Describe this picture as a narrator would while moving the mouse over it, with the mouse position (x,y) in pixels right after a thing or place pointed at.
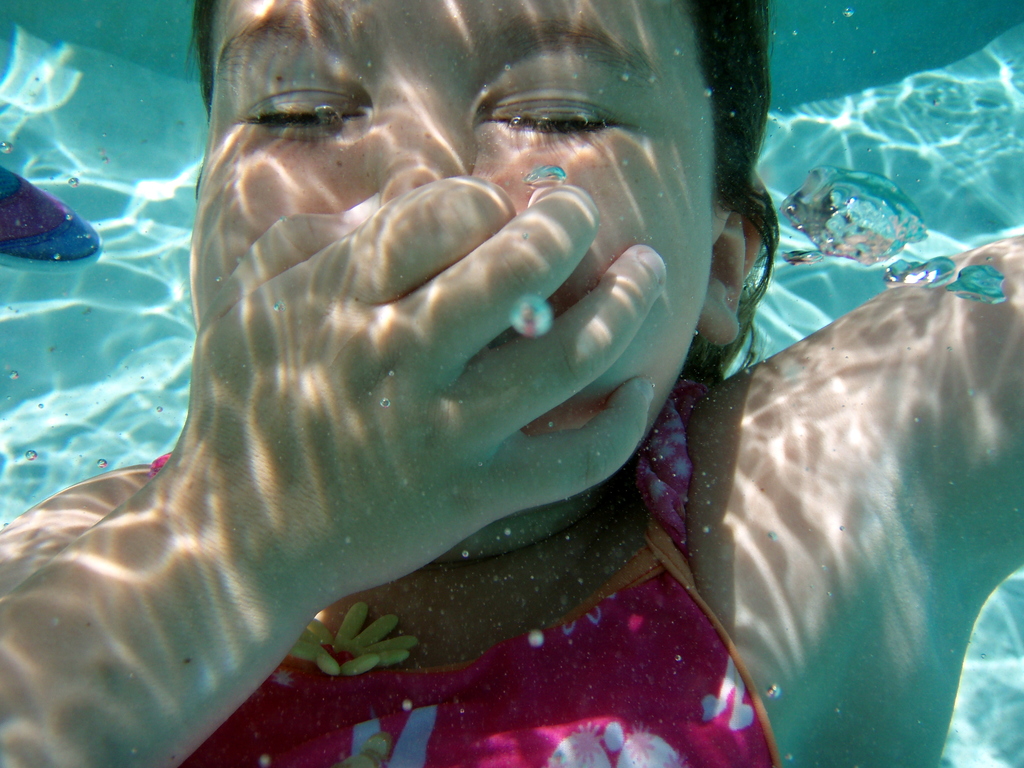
In this image there is a person (452,355) truncated towards the bottom of the image (469,606), there is water (120,162) truncated, there is a persons arm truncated towards the left of the image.
